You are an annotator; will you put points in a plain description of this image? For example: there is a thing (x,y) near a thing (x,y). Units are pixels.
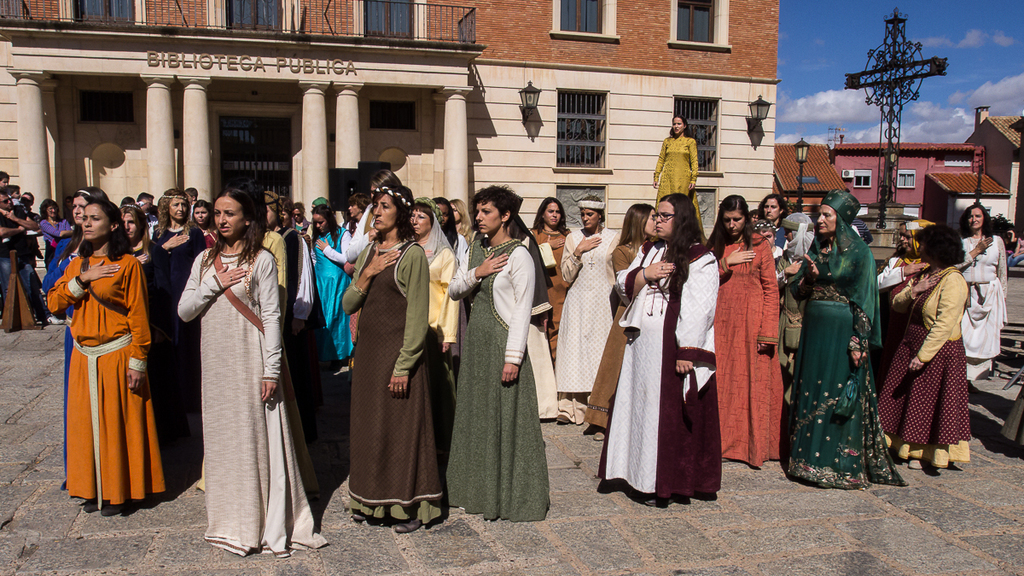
In this image I can see number of women (343,251) are standing. In the background (527,167) I can see few buildings (860,161), few poles (893,130), few lights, clouds (871,112), the sky (832,76) and on the top left side of this image (148,59) I can see something is written on the building (316,69).
